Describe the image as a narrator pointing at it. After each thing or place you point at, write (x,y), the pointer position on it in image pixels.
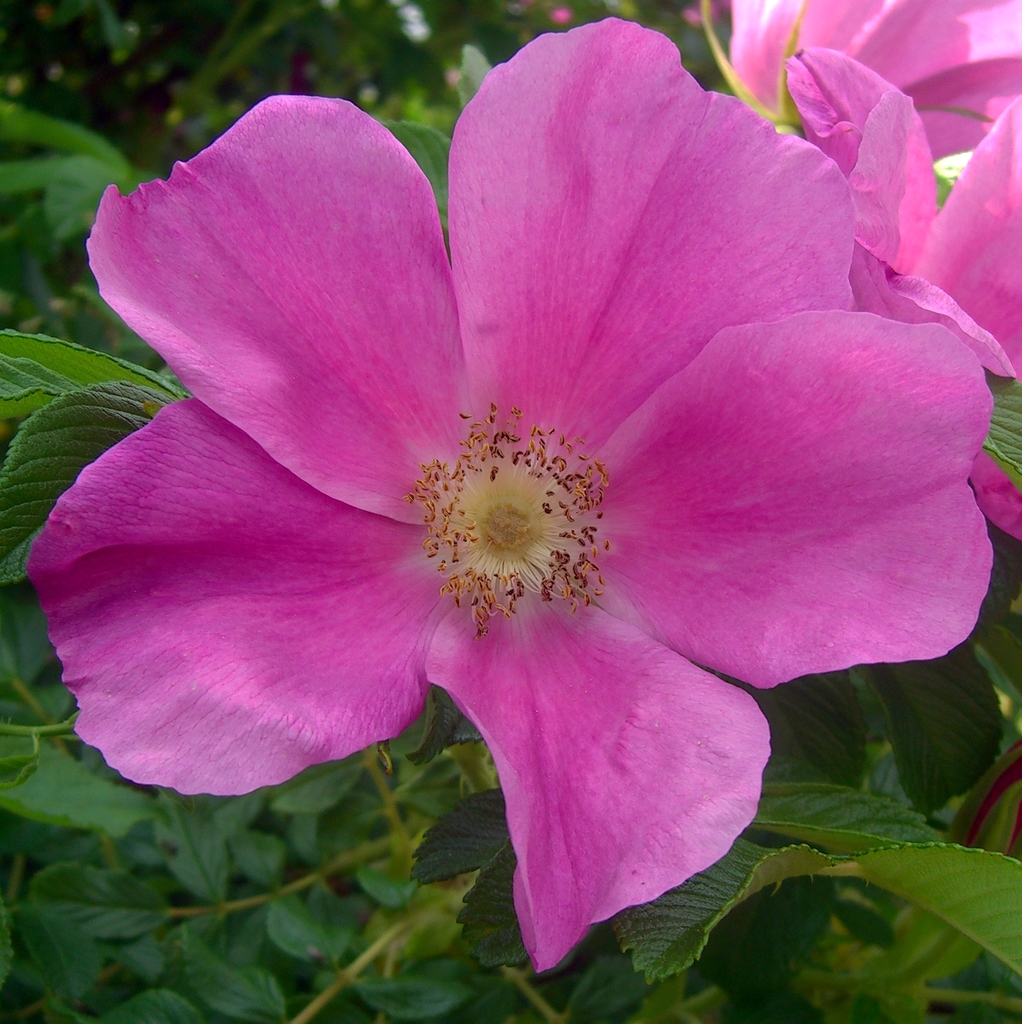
In the image there are pink flowers (717,348) to a plant (1014,919).
